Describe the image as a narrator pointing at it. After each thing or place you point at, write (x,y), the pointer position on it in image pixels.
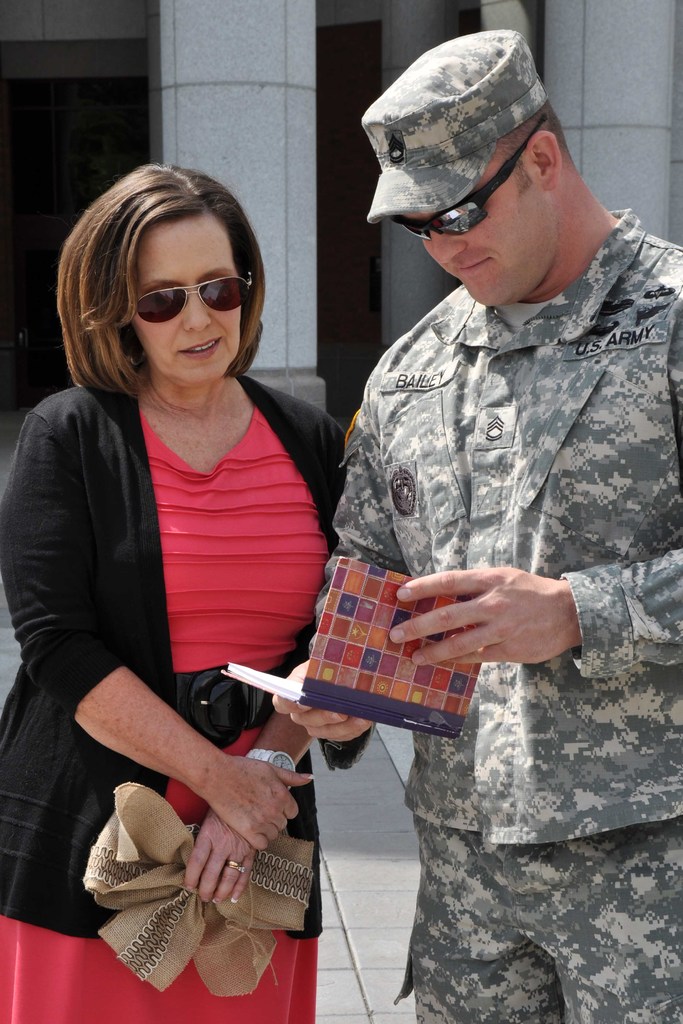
This man (582,406) wore goggles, army dress (524,516) and holding a book (397,712). This woman (195,396) wore a jacket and goggles (151,304). Background (622,104) there are pillars (636,79).
